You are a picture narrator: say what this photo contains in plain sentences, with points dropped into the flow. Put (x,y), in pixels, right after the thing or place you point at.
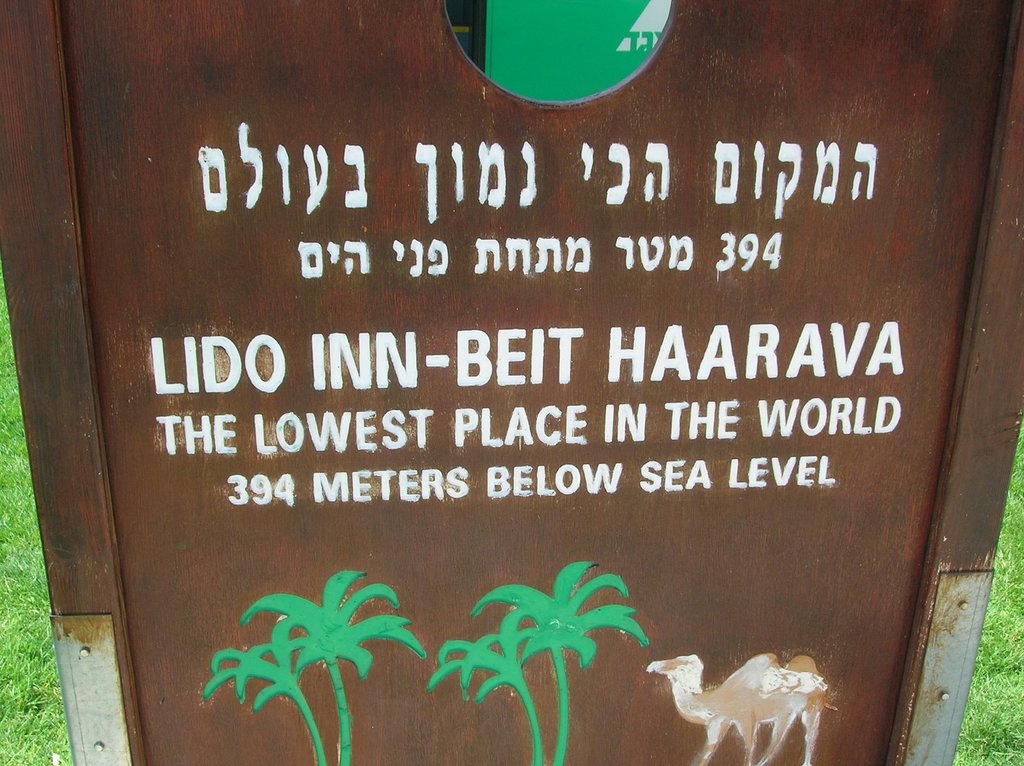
This is a zoomed in picture. In the center (374,494) there is a brown color board (241,92) on which we can see the picture (766,711) of a camel (690,679) and the trees (553,631) and the text (514,420) is printed on the board (668,343). In the background (8,615) we can see the green grass (10,569).
